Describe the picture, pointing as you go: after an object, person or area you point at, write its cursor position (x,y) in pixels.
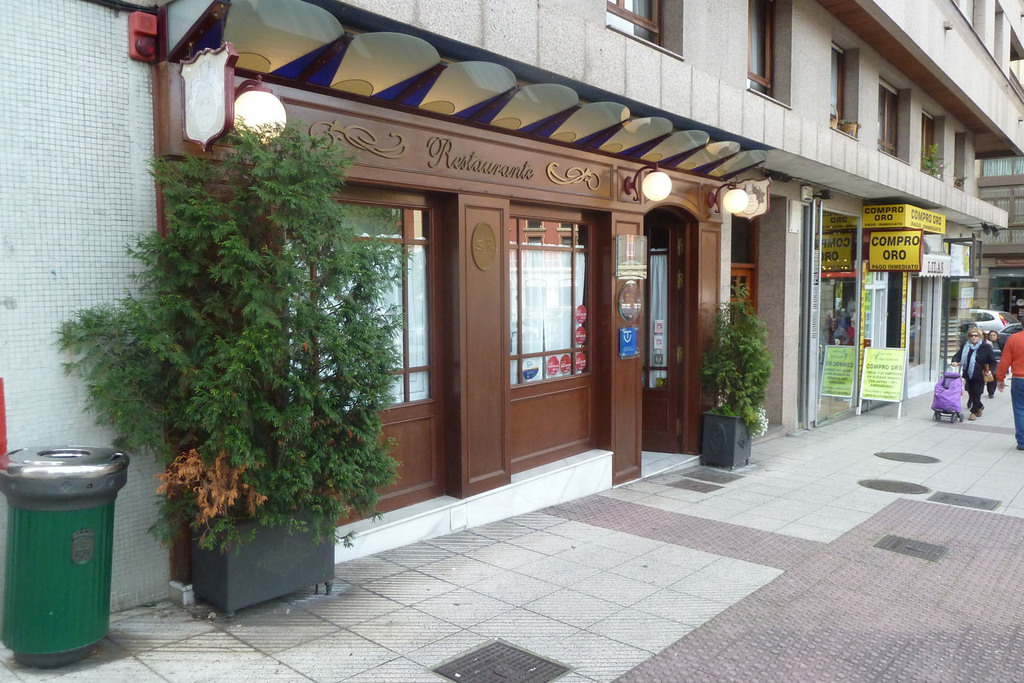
At the left side of the picture (170,77) we can see buildings (918,136). These are plants (932,156) with pots (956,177). This is a trash can (57,575) in green color. At the right side of the picture (1005,357) we can see people (986,375) walking. These are lights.
